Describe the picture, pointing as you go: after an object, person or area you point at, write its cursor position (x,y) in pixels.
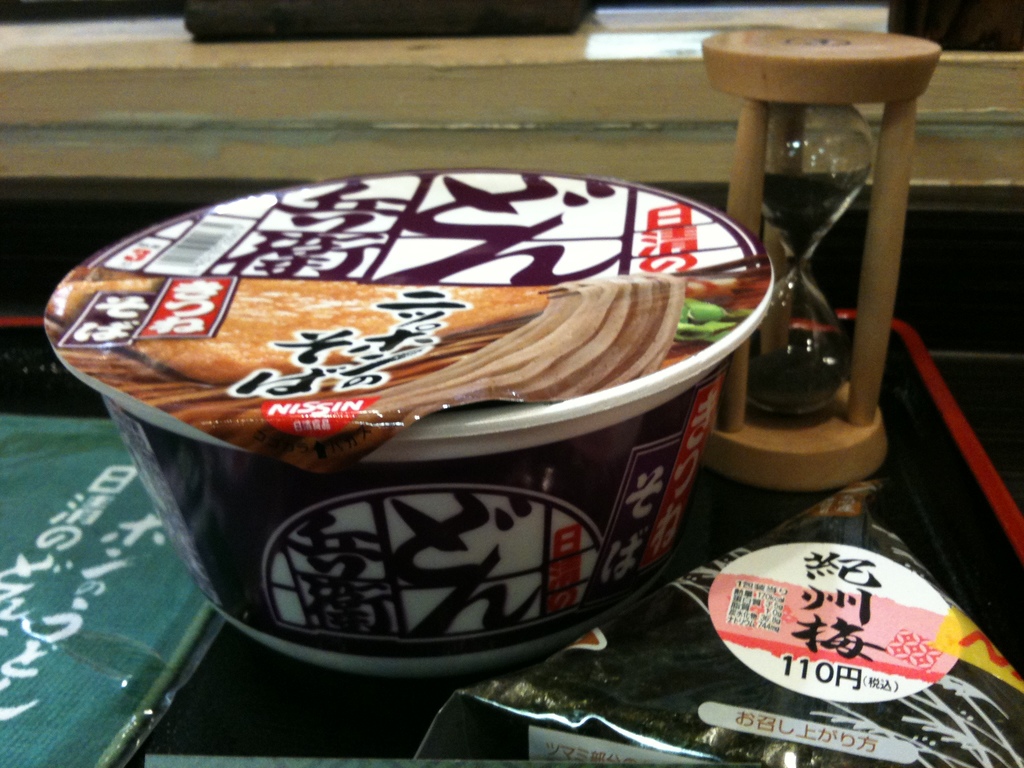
In this image I can see a cup (703,279), sand timer (784,171) and few objects (8,432) in front (842,414). Back I can see a wood (513,102).
